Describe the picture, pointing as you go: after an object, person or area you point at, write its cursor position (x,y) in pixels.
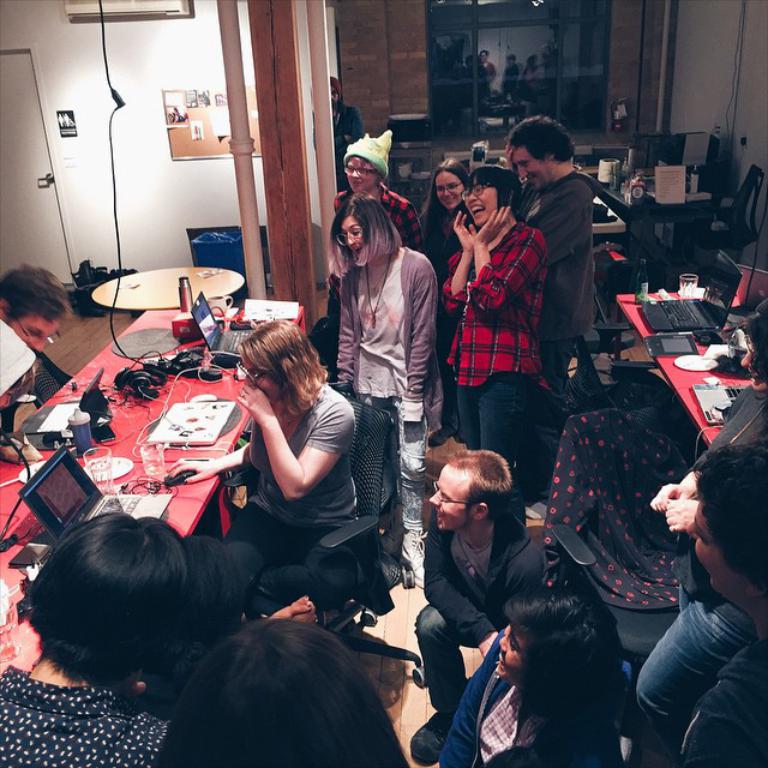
In the picture we can see some people (474,546) are standing on the floor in the house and laughing at the woman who is sitting on the chair (367,648) near the desk (129,486) and operating in the laptop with mouse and on the desk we can also see some things (123,493) like wires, papers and in the background (0,242) we can see a wall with door (6,76) and some charts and images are pasted to it.
